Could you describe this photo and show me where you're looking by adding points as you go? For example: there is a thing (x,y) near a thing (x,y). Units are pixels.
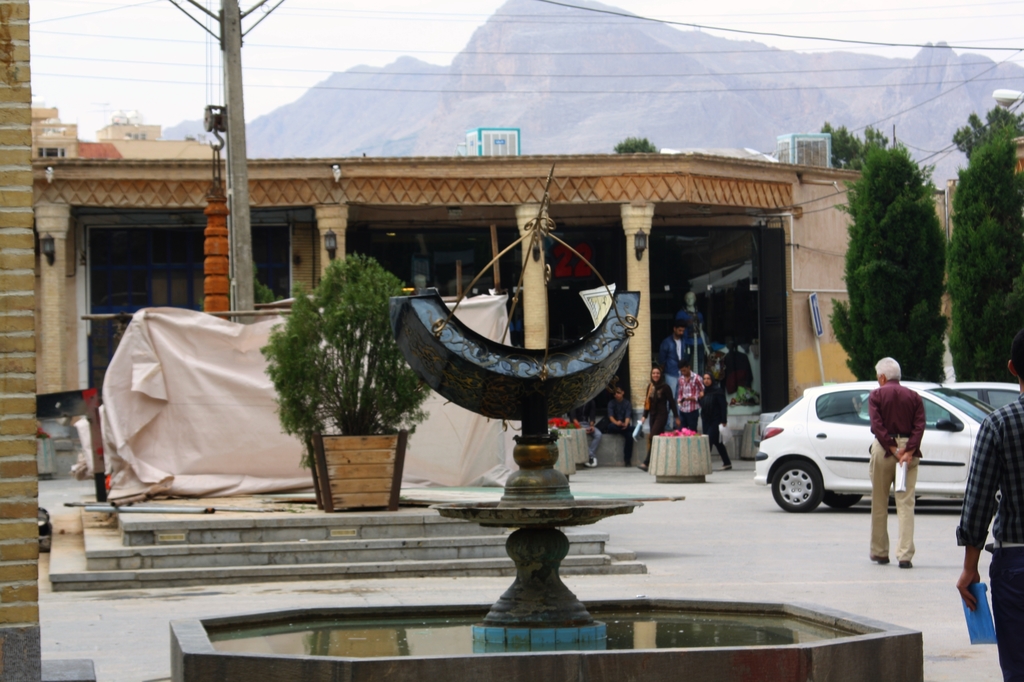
At the bottom of the image (588,654) there is a fountain (569,629) with an object (534,588) in the middle (498,384). Behind that there is a platform (152,533) with steps (333,528) and there is a potted plant (348,450). Behind the pot (360,459) there are rods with cloth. In the image there are few people (1000,436), cars (800,478) and trees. In the background (139,229) there is a building (115,337) with walls (660,196), pillars (628,275) and glass walls (713,235). On the left corner of the image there is a pillar (4,663). There is a pole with wires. At the top of the image (195,80) there is sky (118,87).
